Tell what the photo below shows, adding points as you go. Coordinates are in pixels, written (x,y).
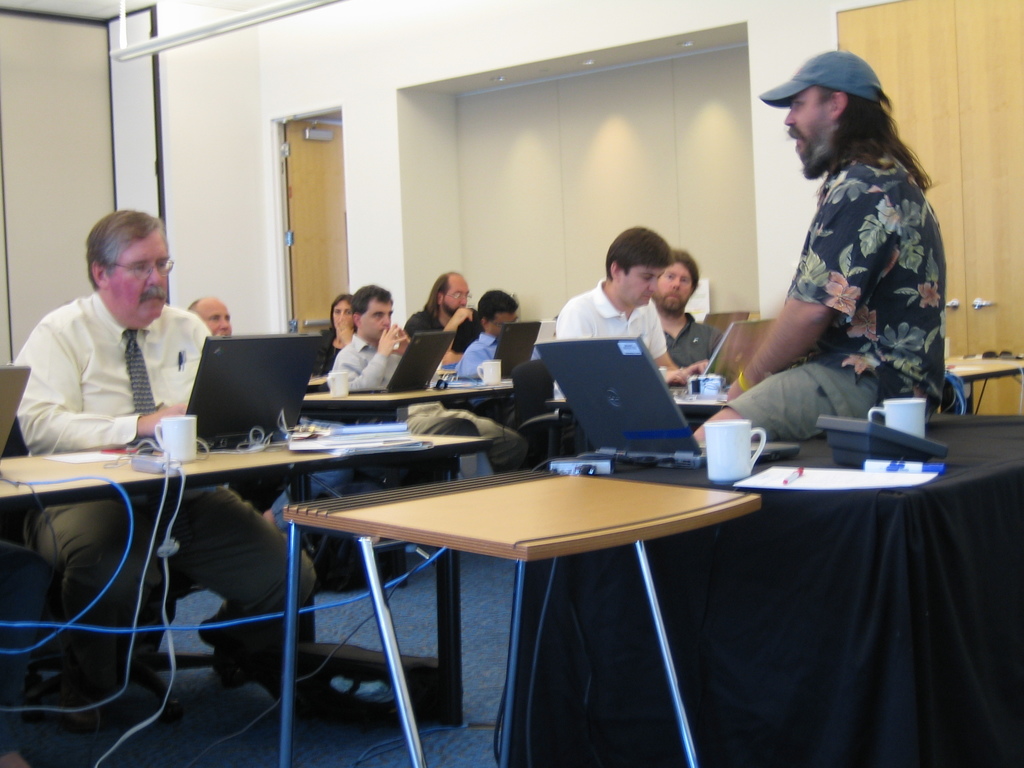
In this image there are group of people (116,514) sitting in chairs (21,440), and on table (220,462) there are cups (193,444), papers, laptops (302,362), and in the foreground (817,406) there is another person (812,387) sitting on a table (600,569) near a laptop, door (340,113), lights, wall (197,111).
